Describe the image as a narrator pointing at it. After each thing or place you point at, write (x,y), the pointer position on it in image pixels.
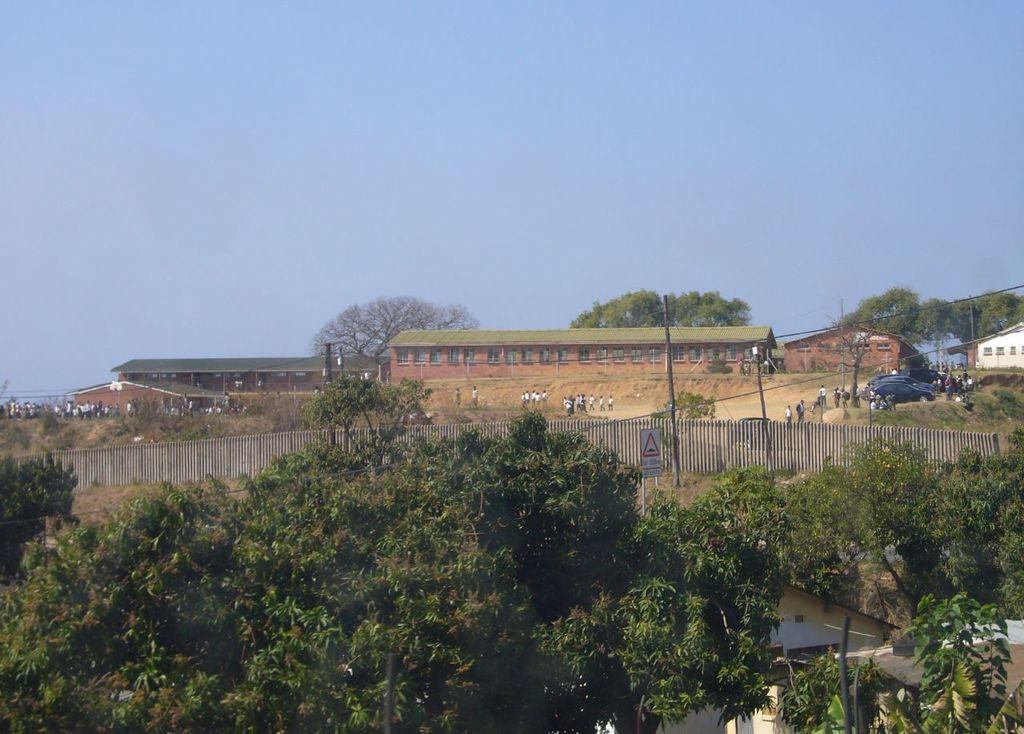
In this image I can see trees (574,567). There is fencing (626,452) and name board (648,449). There are poles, vehicles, buildings (828,349) and there are group of people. In the background (517,327) there is sky (390,251).
